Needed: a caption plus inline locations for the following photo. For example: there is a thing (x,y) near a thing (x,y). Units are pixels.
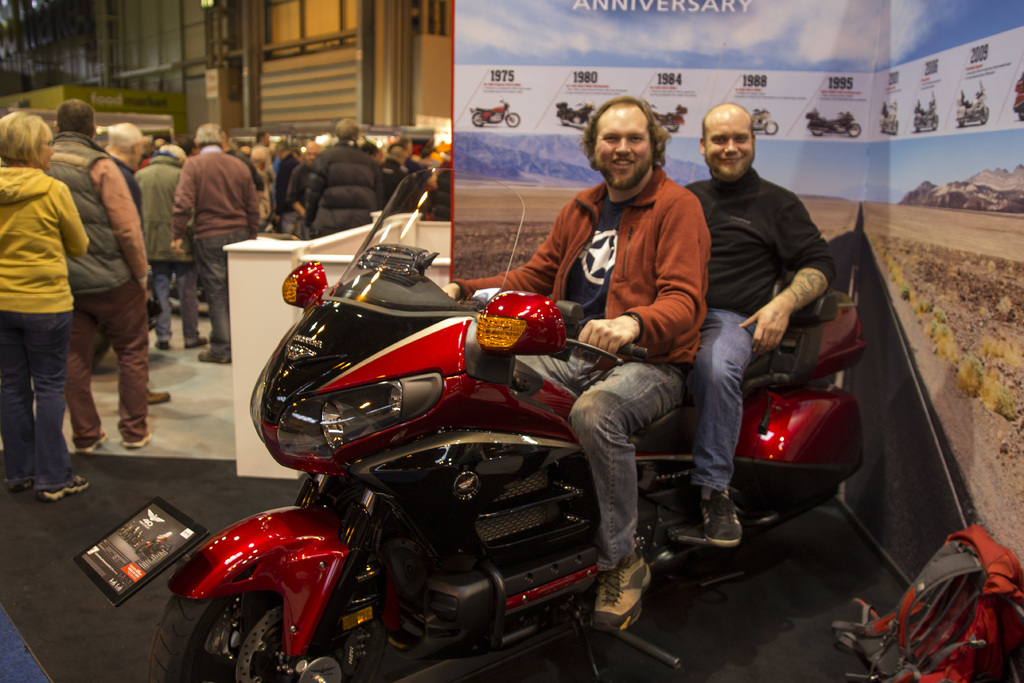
This is the picture of two people (630,460) who are sitting on the bike (517,439) and posing and also there are a group of people (189,261) beside them who are facing to the opposite side.
